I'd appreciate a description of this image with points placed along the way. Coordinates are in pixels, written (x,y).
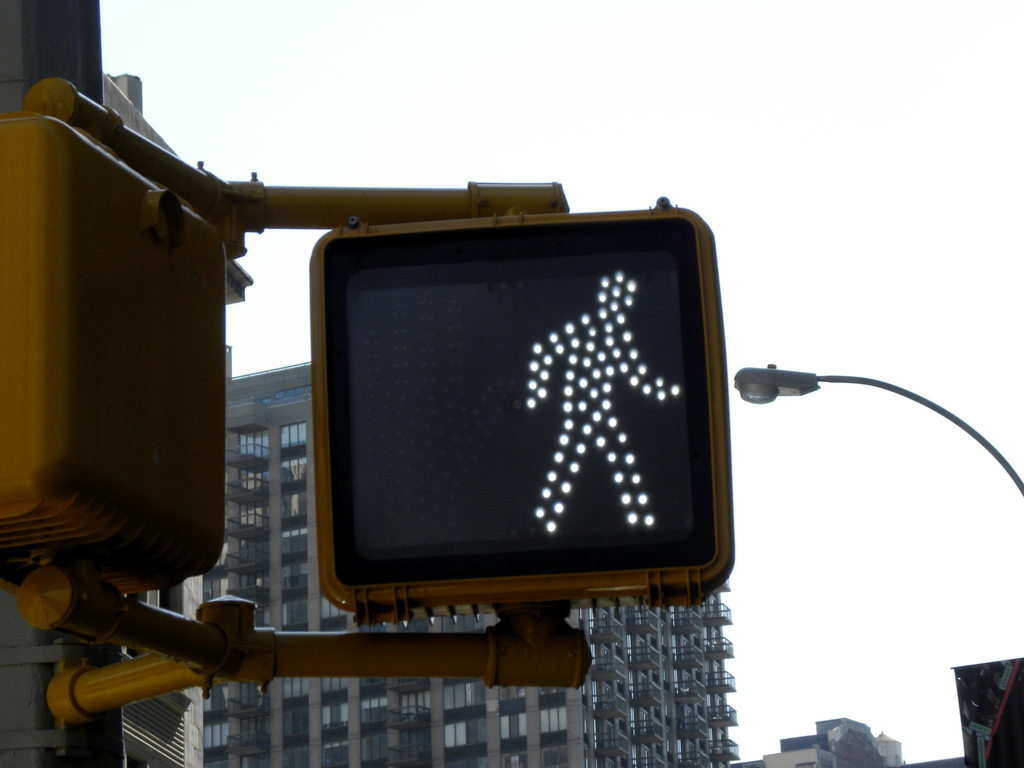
In this picture we can see a traffic signal (114,528) and in the background (273,617) we can see buildings (468,621).
